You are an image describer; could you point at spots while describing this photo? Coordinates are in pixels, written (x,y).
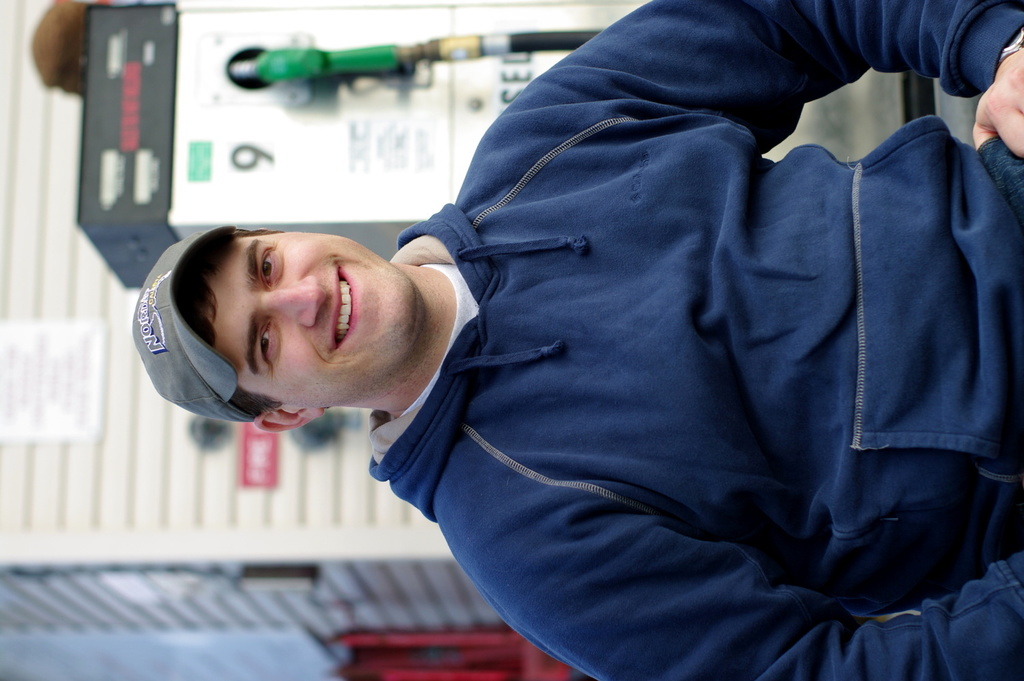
In this image we can see a man (425,297) smiling and wearing a cap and in the background (118,172) the place (160,158) looks like a filling station (182,161) and the image is blurred.
